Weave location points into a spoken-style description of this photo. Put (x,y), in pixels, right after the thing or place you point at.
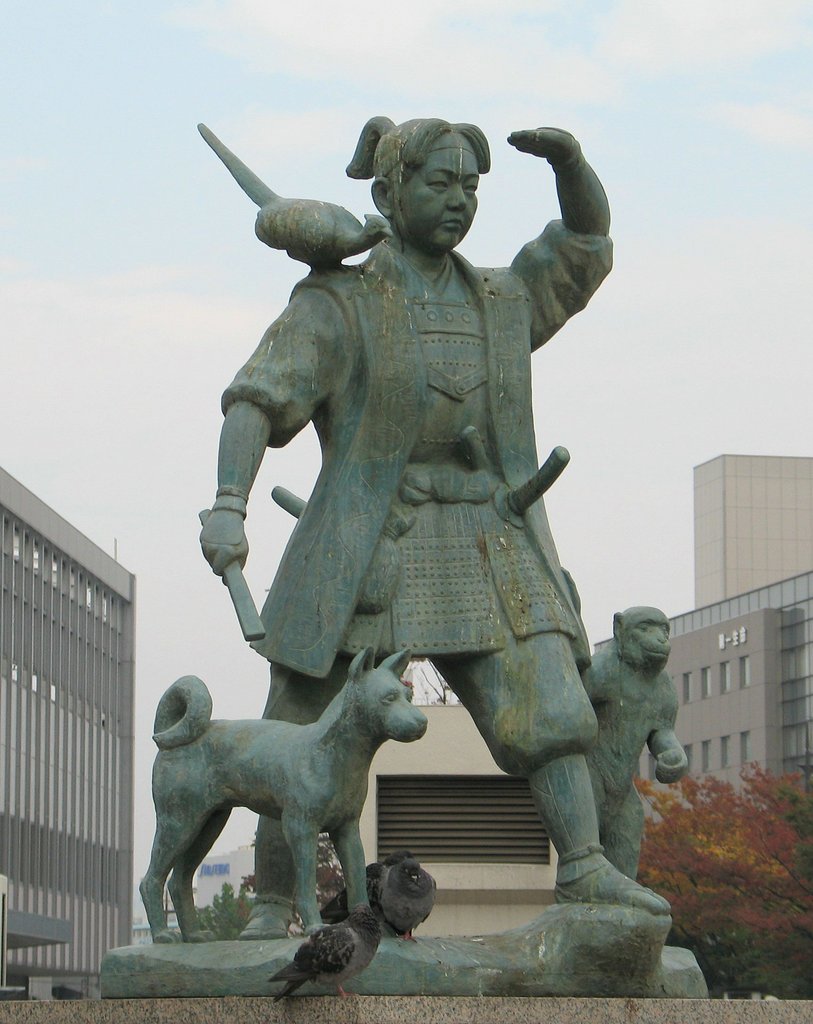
In the image there is a statue (437,400) of a person (452,370) with a bird (290,217) on the shoulder (324,294). And also there is a dog (229,755) and a monkey statue (633,671). There are real birds (296,965) below the statue (442,955). In the background (47,613) there are buildings (54,621) and there is a tree (709,814). At the top of the image (173,140) there is a sky (122,182).
